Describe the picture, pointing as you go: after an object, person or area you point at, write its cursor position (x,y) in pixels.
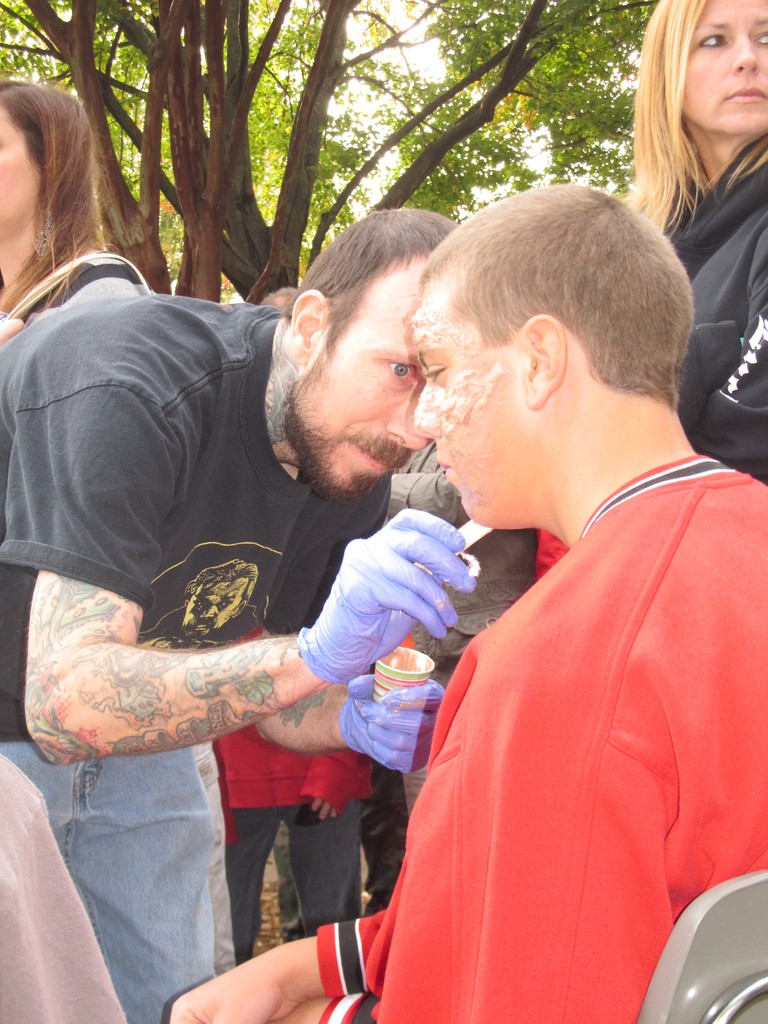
In this image we can see group of people (676,146) standing. One person (283,410) is holding a glass (394,670) in his hand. A person (308,975) wearing red dress (581,815) is sitting in a chair (710,914). In the background (569,136) we can see tree (409,187) and sky (374,104).
